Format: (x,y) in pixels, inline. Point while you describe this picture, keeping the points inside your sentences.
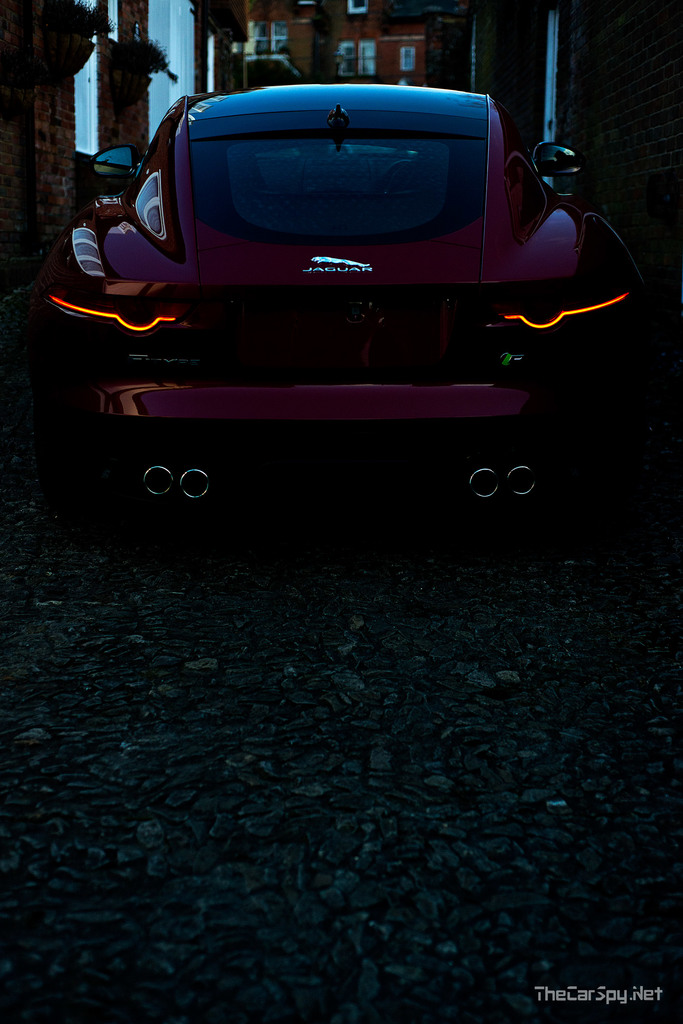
In this image i can see a vehicle (323,325) and behind that i can see a building (355,52) with windows (346,51).
